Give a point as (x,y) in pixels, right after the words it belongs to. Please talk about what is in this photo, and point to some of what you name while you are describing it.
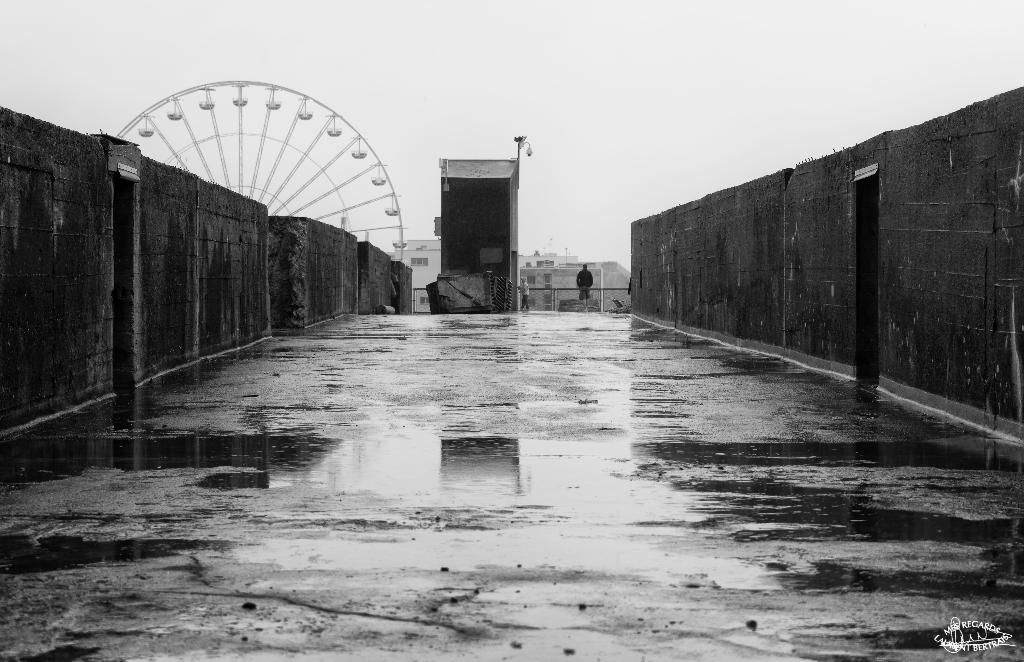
It is looking like a terrace (338,418) of some building (499,379) and there is some water (389,466) stagnated on the floor (727,460). There are walls (198,295) on either side of the terrace (547,388). There are entrances (125,236) on both sides onto the floor (462,403). There is a cabin (476,236) here. We can observe a giant wheel (217,140). In the background (328,43) a sky (398,48) is there. A man (584,286) is standing on the terrace (451,374) near the railing (570,295). And we can observe some buildings (544,266) here.
